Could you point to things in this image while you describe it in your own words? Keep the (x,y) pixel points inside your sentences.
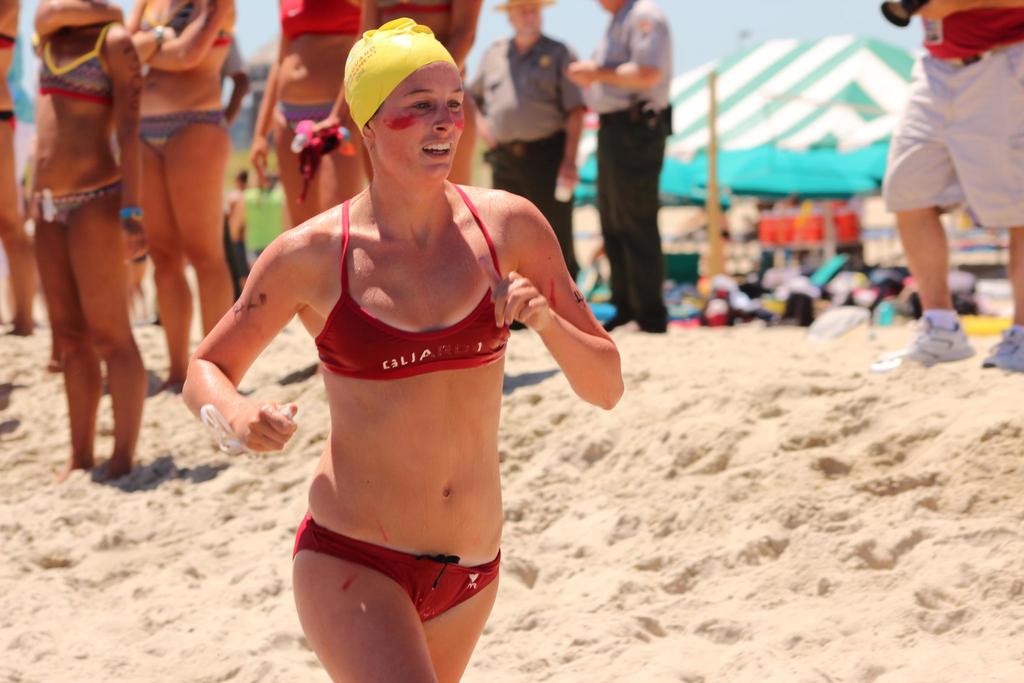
In this image there are people (436,332) standing on sand (648,587), in the background (813,94) there are tents (772,177) and it is blurred.
